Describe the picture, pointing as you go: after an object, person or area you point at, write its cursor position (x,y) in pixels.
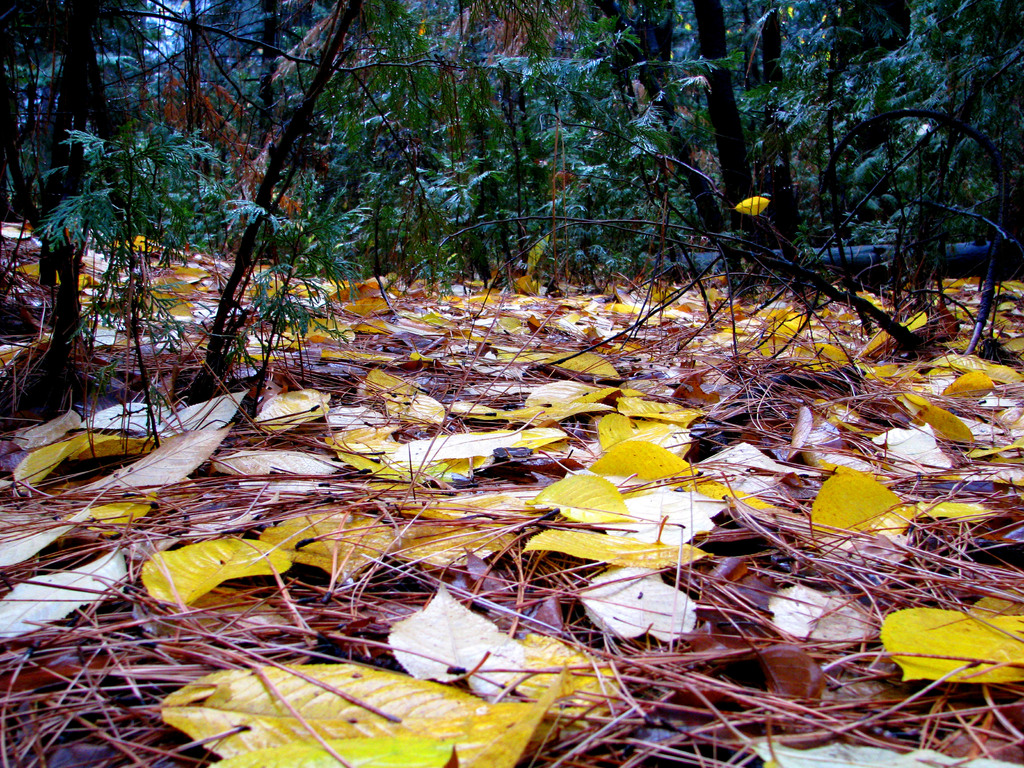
In the image there are some dry leaves (529,685) and grass (401,572), around that there are a lot of plants (290,198).
